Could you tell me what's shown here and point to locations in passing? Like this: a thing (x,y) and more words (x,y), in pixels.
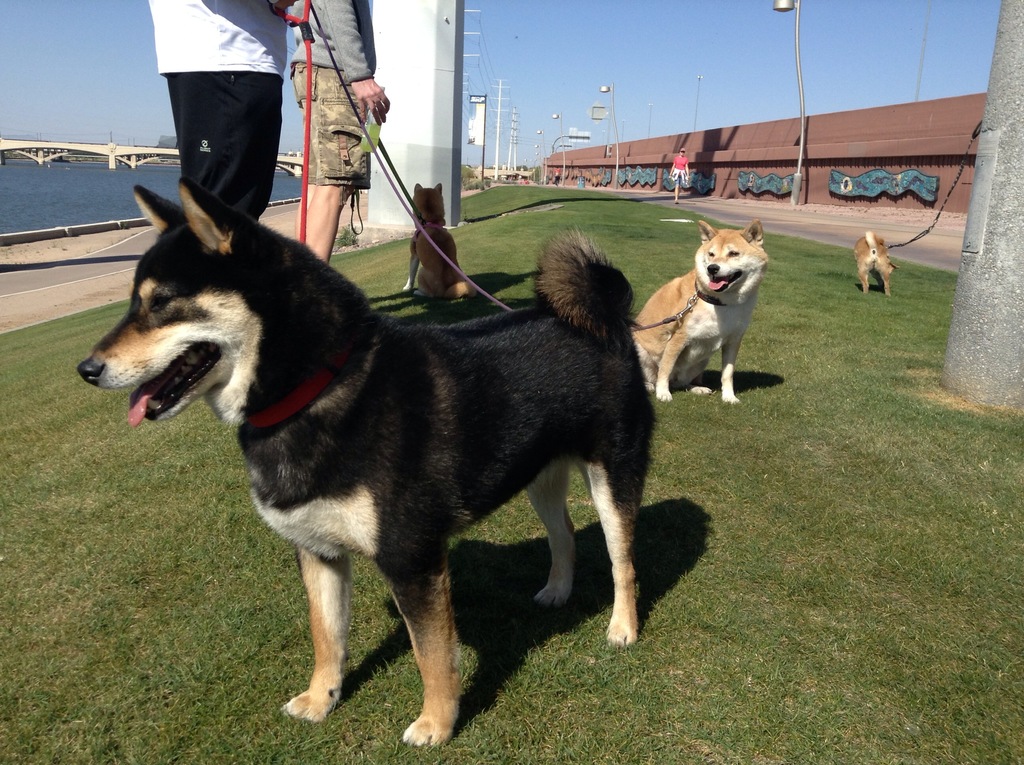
In this image I can see few dogs (417,294). They are in brown, white and black color. I can see two persons (298,60) standing and holding ropes (309,43). Back Side I can see a bridge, water (55,209), buildings (840,143), light poles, wires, poles (461,106). The sky (620,63) is in blue color.
